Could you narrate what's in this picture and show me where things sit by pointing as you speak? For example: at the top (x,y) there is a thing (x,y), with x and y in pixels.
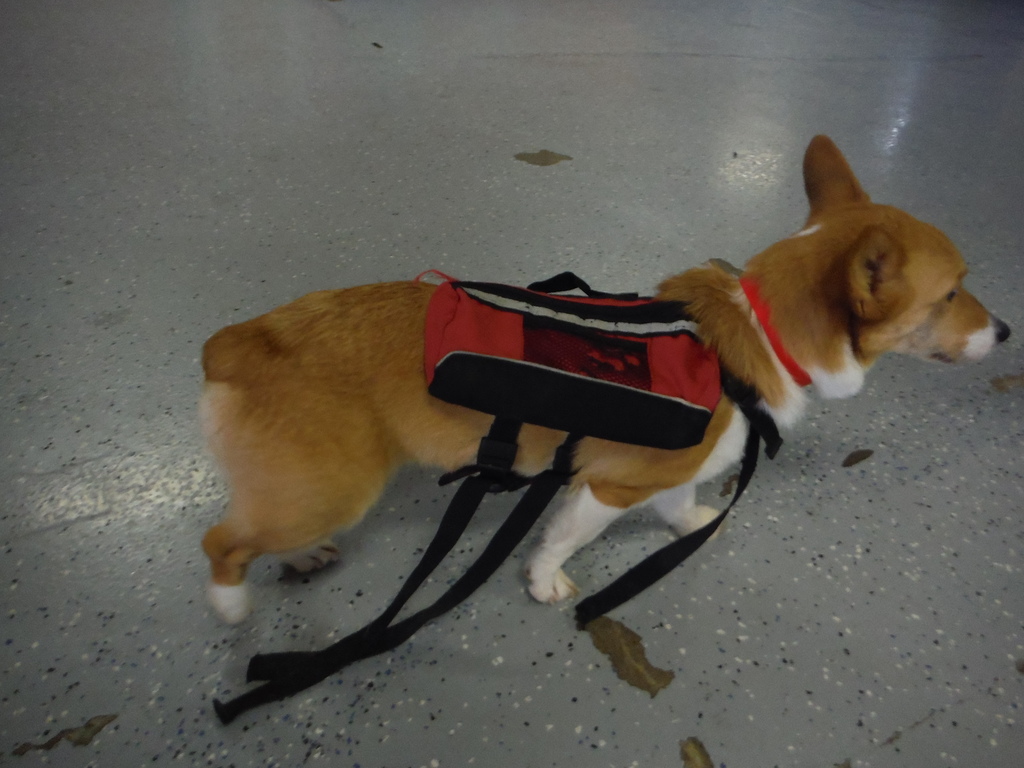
In this image I can see the dog (301,369) in brown and white color and I can see the red and black color body belt (599,369) on the dog (776,361).
